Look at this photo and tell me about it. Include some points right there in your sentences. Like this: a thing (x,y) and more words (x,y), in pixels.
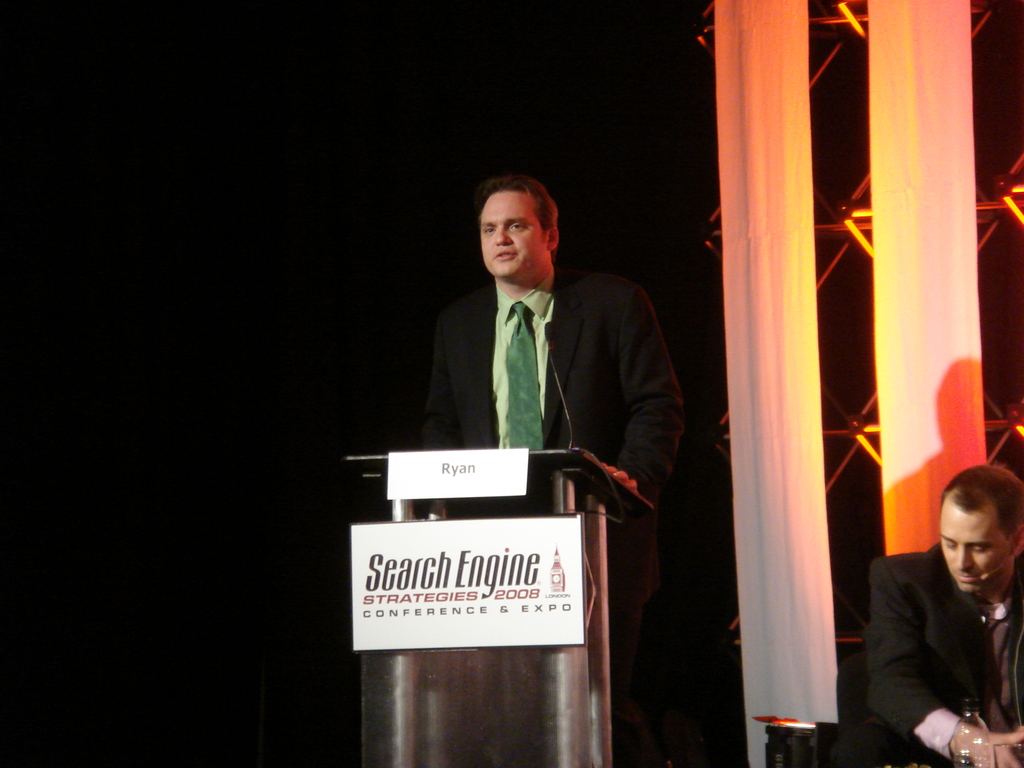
In this image I can see a person (648,368) standing in front of the podium (452,452) and the person (607,386) is wearing black blazer (589,340), green color shirt (543,321) and tie (519,342). I can also see the other person (949,610) sitting wearing black color blazer (978,621). Background (765,218) I can see few curtains (951,213) in white color.
